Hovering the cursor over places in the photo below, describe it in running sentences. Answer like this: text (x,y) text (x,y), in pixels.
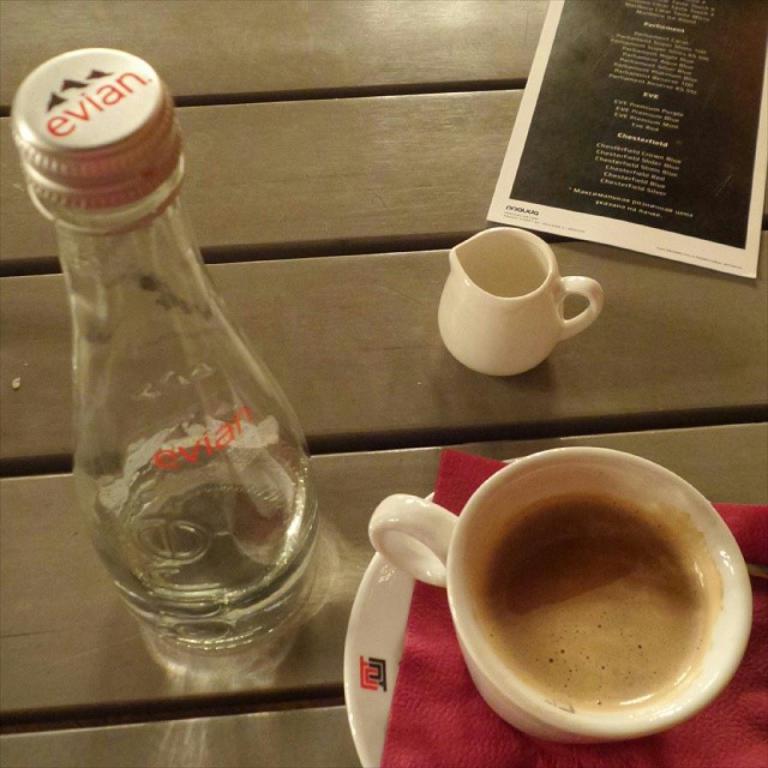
In this picture we can see a coffee cup (567,686) with coffee (525,624) and this cup (506,500) is in saucer (349,651), also we can see a bottle (222,436), a paper (669,143) and a empty jug (491,353) on the table (358,317).
